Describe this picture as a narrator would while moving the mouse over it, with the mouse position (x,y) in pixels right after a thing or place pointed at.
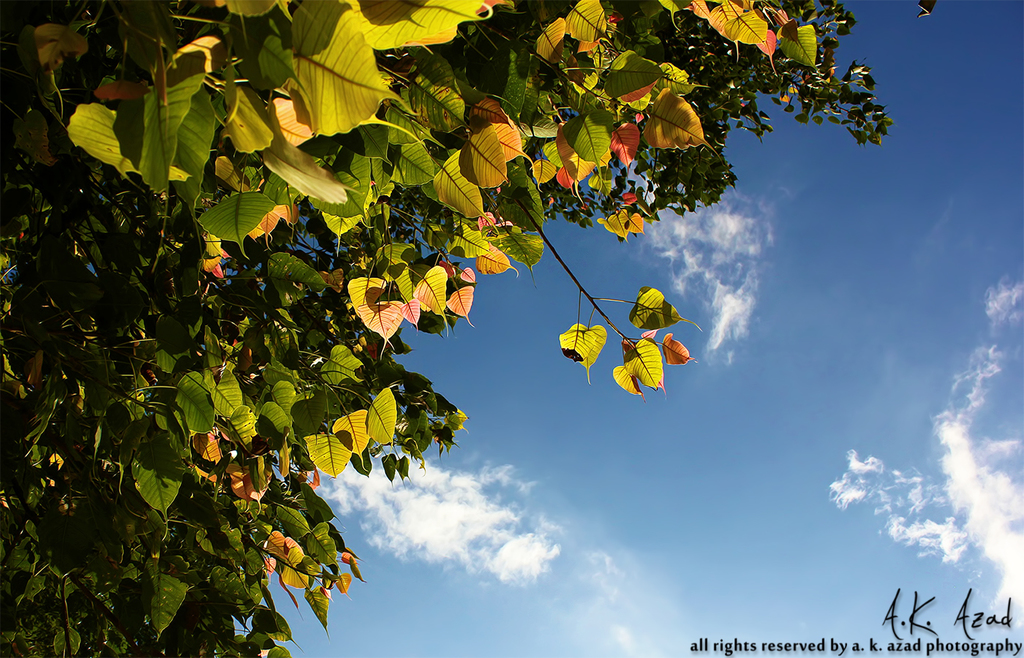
In the bottom right (976,616), there is a watermark (1005,646). On the left side (73,603), there are trees (160,277). In the background (648,544), there are clouds (1022,484) in the blue sky (716,289).
